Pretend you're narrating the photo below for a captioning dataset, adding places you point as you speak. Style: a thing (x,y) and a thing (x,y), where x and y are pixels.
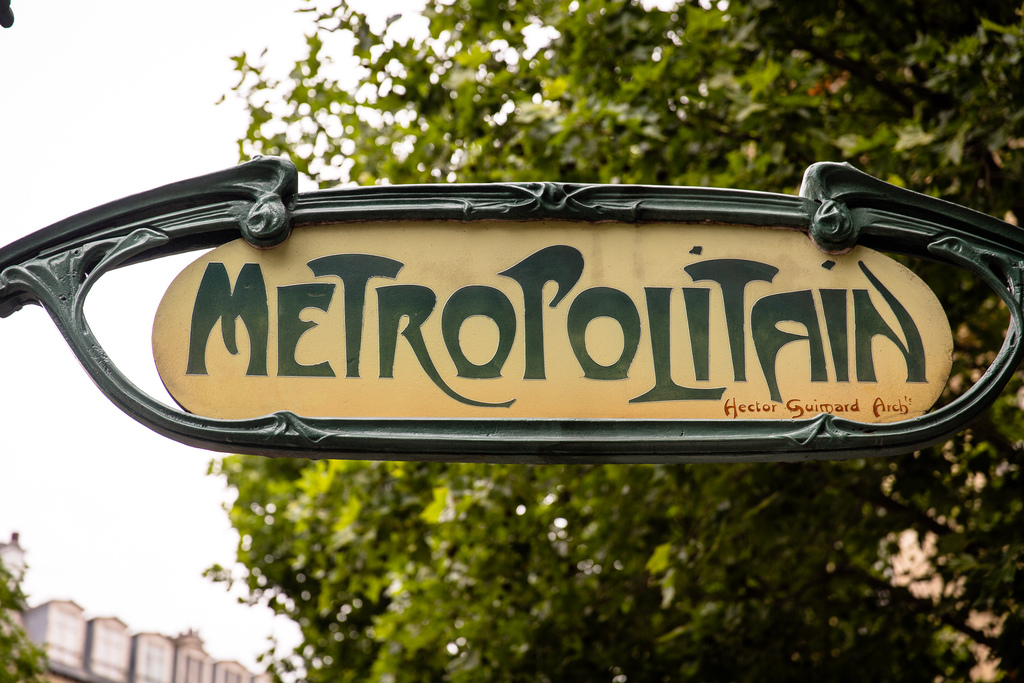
In this image we can see a name board (370,352), trees (389,155), sky (103,606) and a building (117,641).
